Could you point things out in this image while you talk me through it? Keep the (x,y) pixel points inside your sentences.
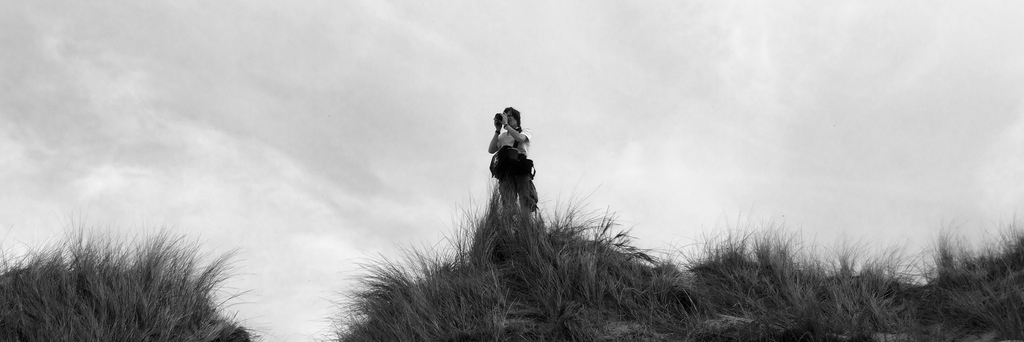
In the picture we can see a person (521,180) standing on the hill surface (566,228) covered with dried grass (768,262) and behind the person (512,190) we can see the sky (462,118) with clouds (347,66).
